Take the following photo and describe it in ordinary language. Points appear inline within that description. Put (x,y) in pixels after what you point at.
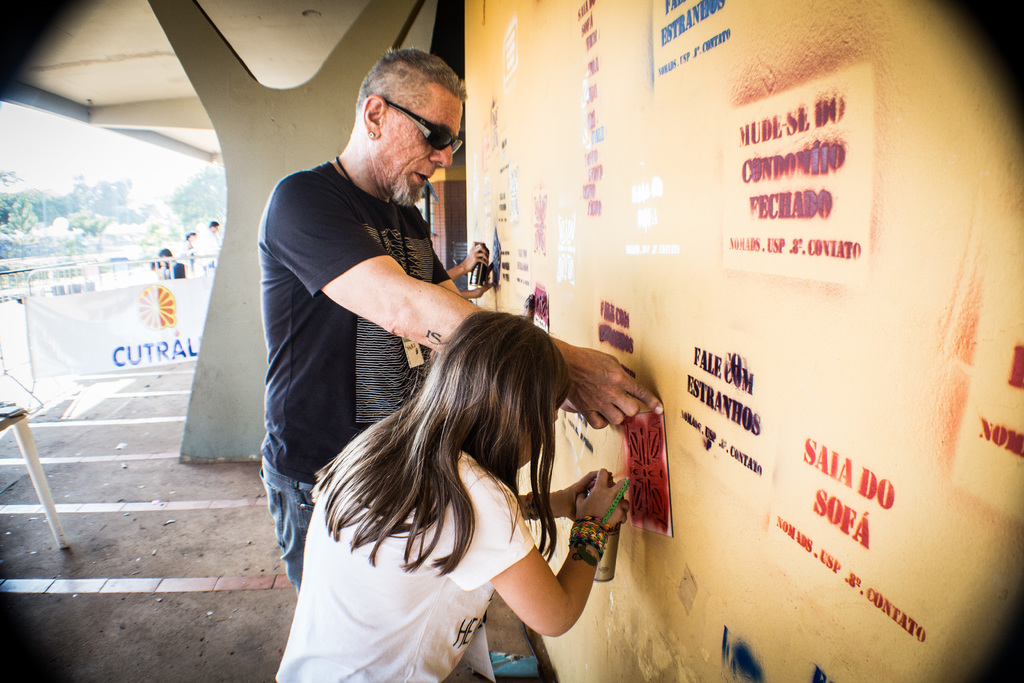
In this image there are some words (748,373) on the wall (986,654), there are two persons (658,399) standing, a person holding a board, another person (582,480) holding a spray bottle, and in the background (65,337) there are group of people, banner (170,318), trees (23,200), sky (113,143).
